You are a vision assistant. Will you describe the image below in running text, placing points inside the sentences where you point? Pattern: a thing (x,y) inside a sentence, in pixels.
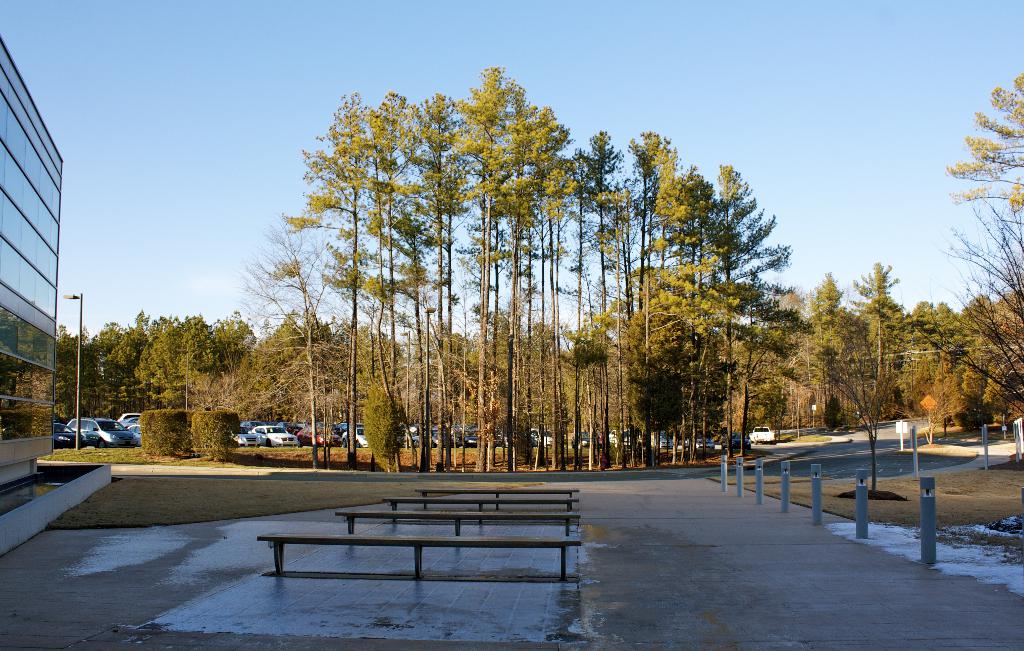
In this image we can see many trees (122,357), at the back (273,446) there are cars (273,446) on the ground (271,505), beside there is a glass building (26,415), there is a pole (428,456), there is grass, there are benches (454,492) on the ground (618,548), there is sky (458,120) at the top (717,114).
